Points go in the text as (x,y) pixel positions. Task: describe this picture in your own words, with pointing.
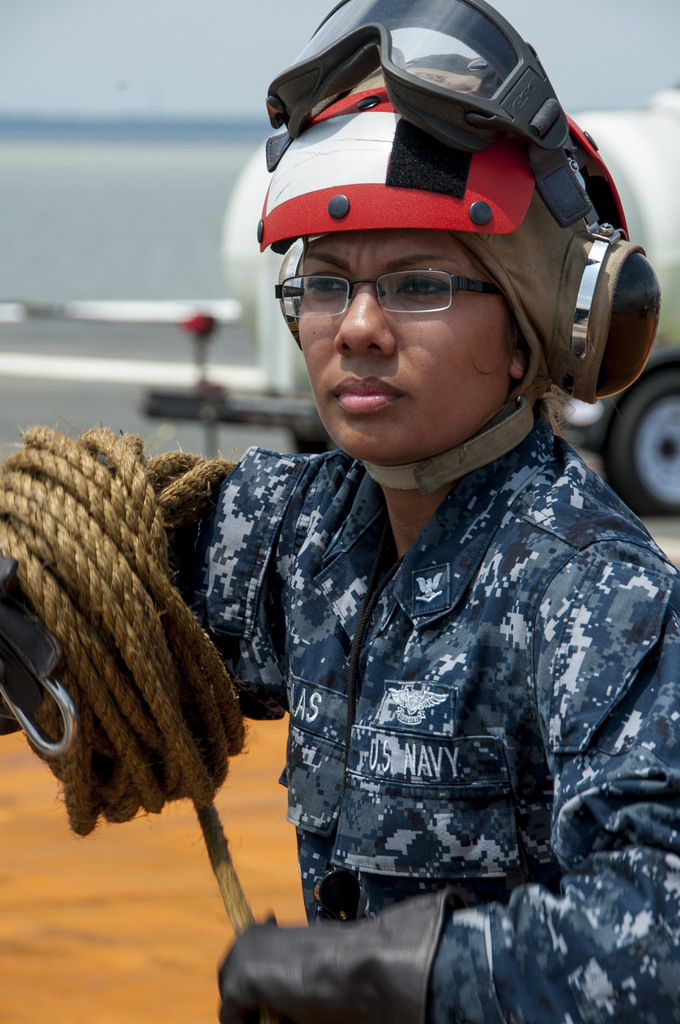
In the picture we can see a woman (331,985) standing in the uniform (516,984) and wearing a helmet (525,183) and holding a rope (125,495) and behind her we can see the part of the vehicle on the road (53,331).
